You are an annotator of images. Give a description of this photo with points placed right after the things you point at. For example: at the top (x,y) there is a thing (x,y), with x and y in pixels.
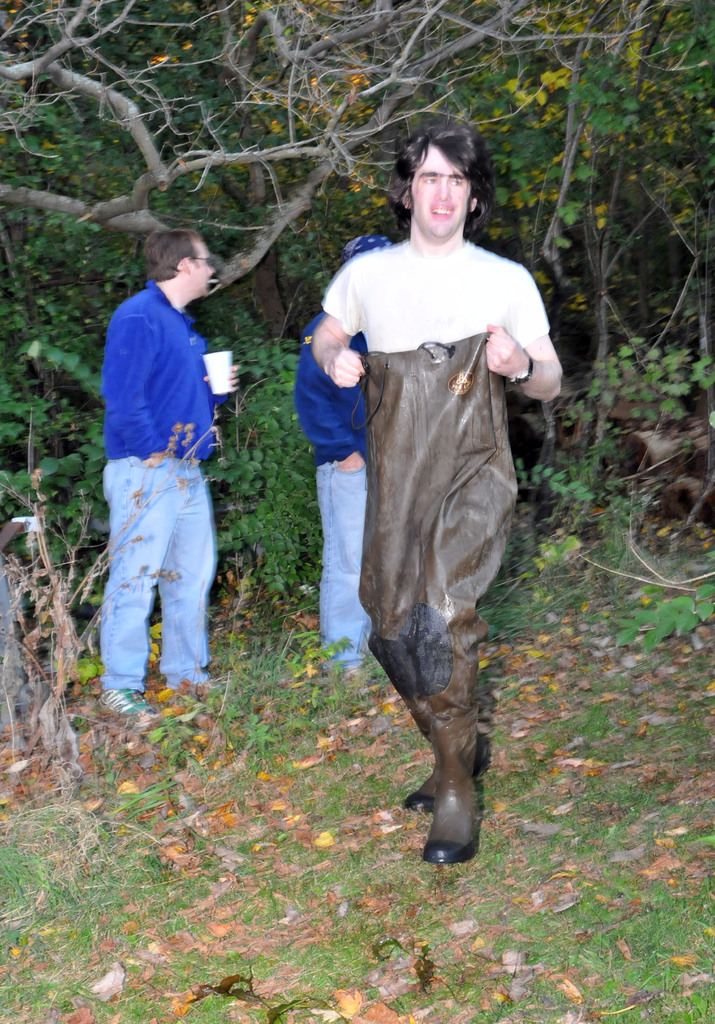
In this image there is a person (422,444) standing on the surface of the grass (17,843) with a smile on his face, behind him there are two other persons (322,482) standing, one of them is holding an object (227,385) in his hand (234,376). In the background (255,473) there are trees (199,188).
